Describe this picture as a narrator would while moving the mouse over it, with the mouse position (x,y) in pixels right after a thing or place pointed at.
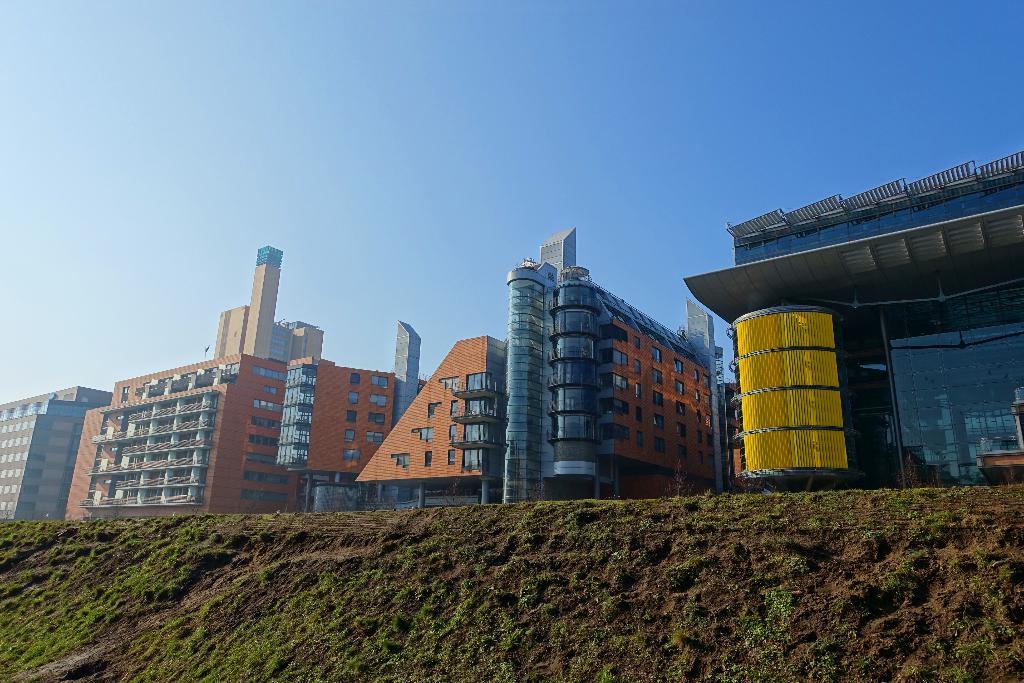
In this picture we can see grass (465,552) and few buildings (660,392).
